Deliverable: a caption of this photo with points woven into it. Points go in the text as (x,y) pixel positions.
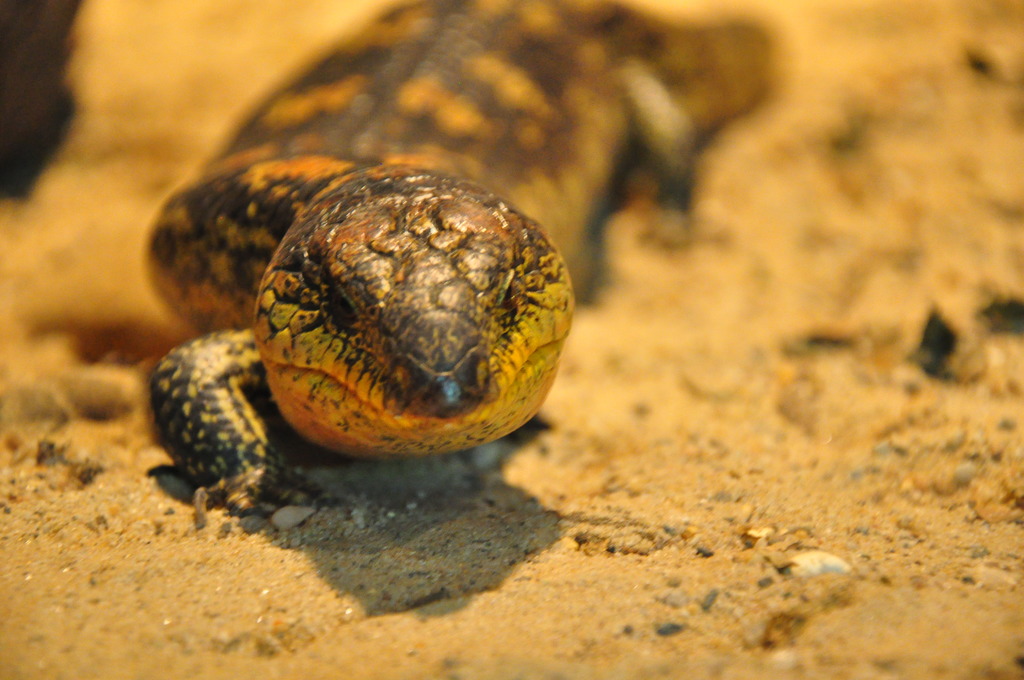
In this image there is a lizard (372,302) on the ground (573,436).
